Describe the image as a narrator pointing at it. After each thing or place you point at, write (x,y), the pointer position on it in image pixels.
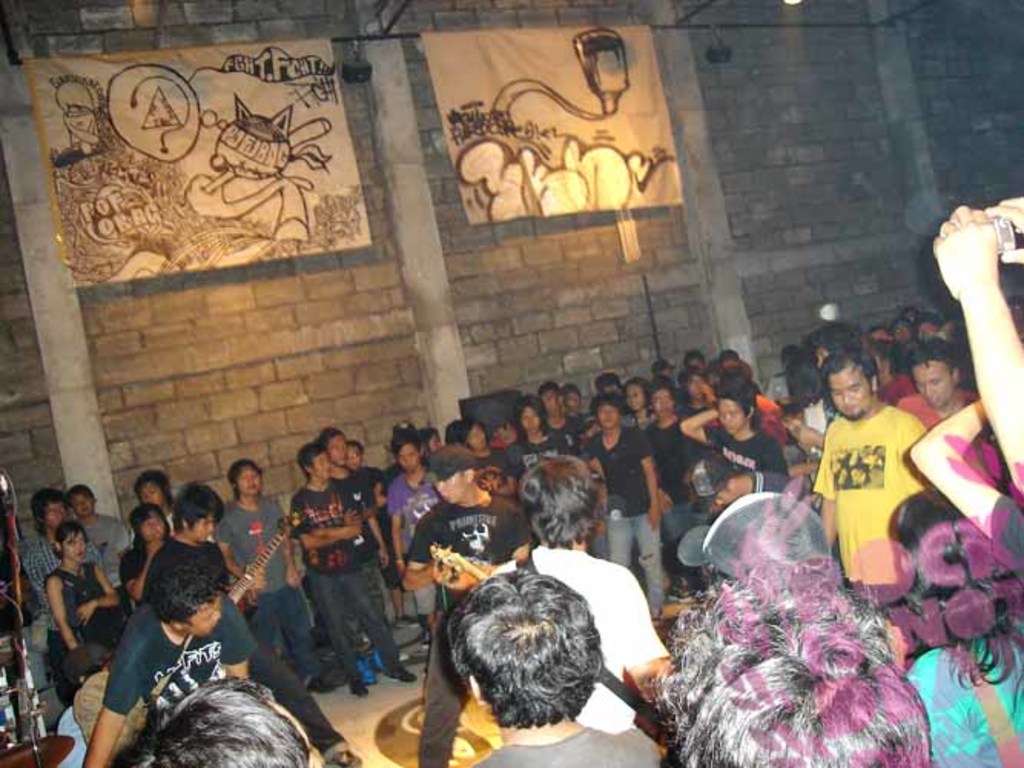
In the image we can see there are lot of people (328,684) who are standing in an area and on the wall (593,252) there are posters (305,174).
